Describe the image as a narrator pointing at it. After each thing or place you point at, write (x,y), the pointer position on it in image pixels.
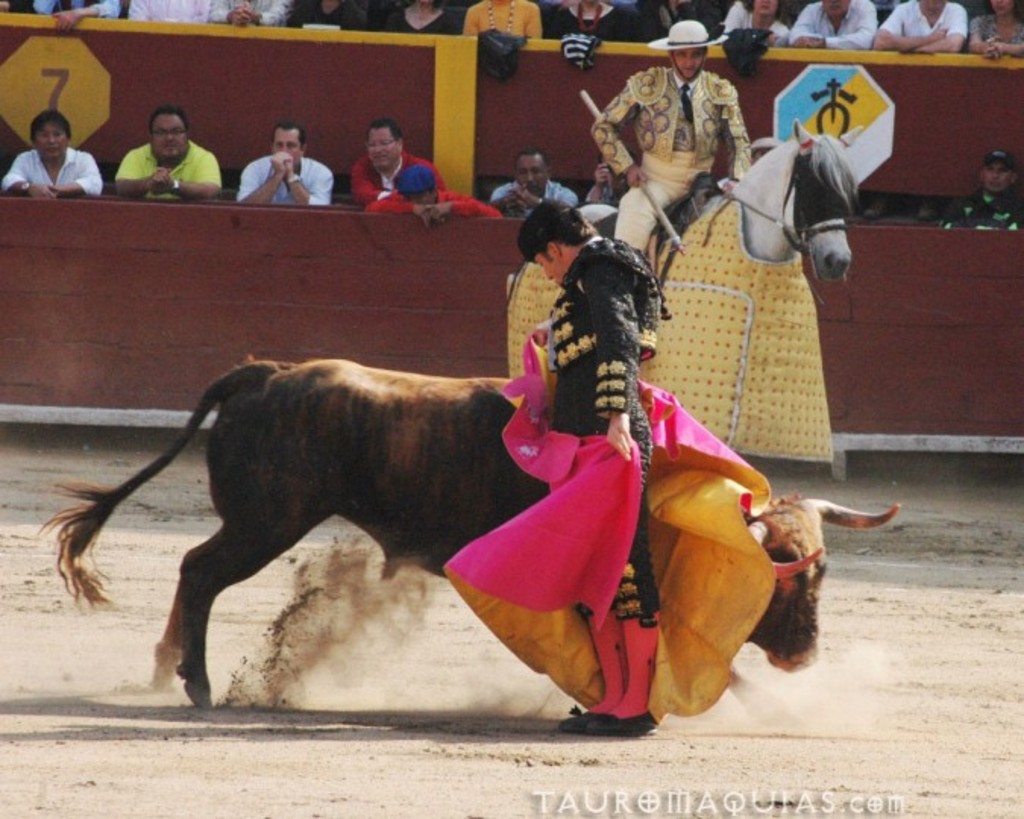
In this image we can see a bull (337,490) and a person (632,674) with a cloth (583,496) standing beside it. We can also see a person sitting on a horse (766,335). On the backside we can see some people (425,201) watching them.
